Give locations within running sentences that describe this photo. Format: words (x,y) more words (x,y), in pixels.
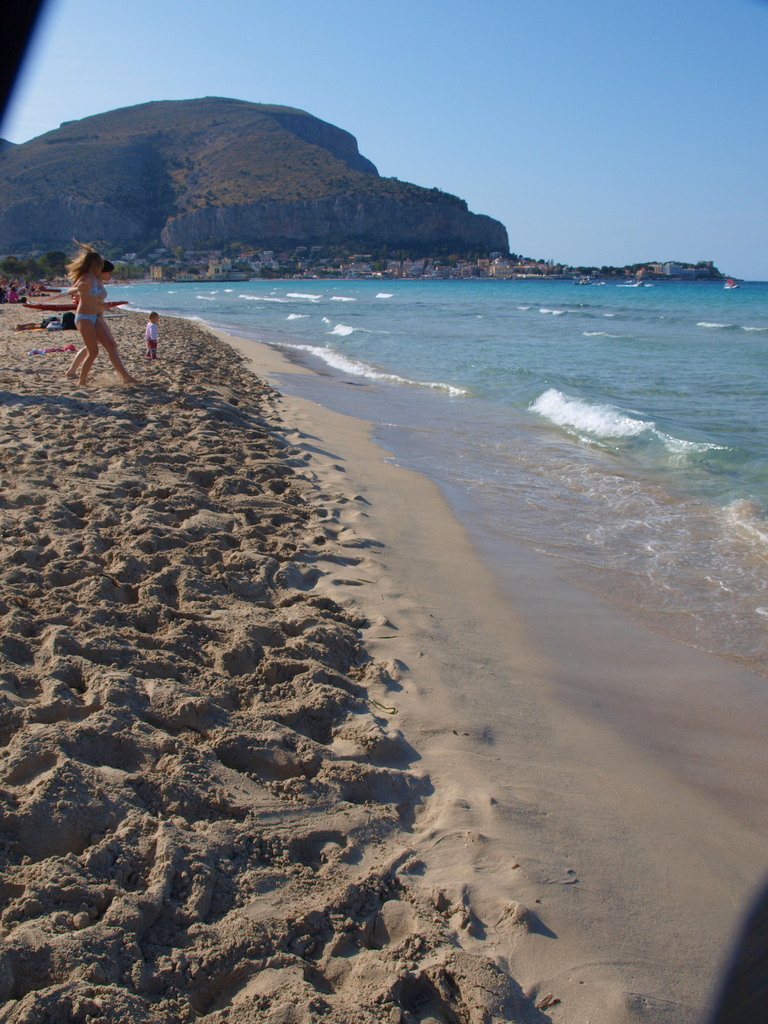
In this image we can see few persons (79,315) and objects (64,351) on the sand (75,584) and on the right side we can see boats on the water (385,301). In the background (201,264) there are houses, trees (252,239), cliff (236,156) and sky (565,45).
